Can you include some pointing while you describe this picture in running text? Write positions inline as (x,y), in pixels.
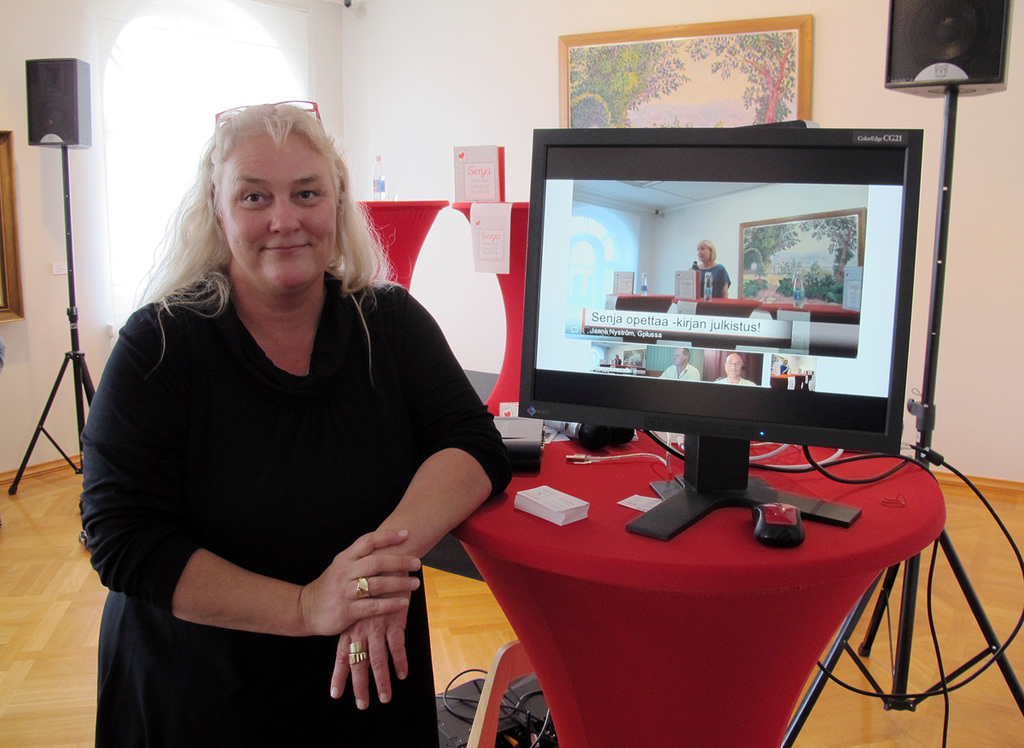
This is the picture of a room (484,52). In this image there is a woman (354,340) standing and smiling. There is a computer (804,190), mouse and there are devices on the table (808,524). At the back (392,227) there is a board (465,167) and there is a bottle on the tables (390,214). There are frames (635,106) on the wall (813,61) and there are speakers (948,9). At the bottom (465,722) there is a device (467,740) on the wooden floor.
